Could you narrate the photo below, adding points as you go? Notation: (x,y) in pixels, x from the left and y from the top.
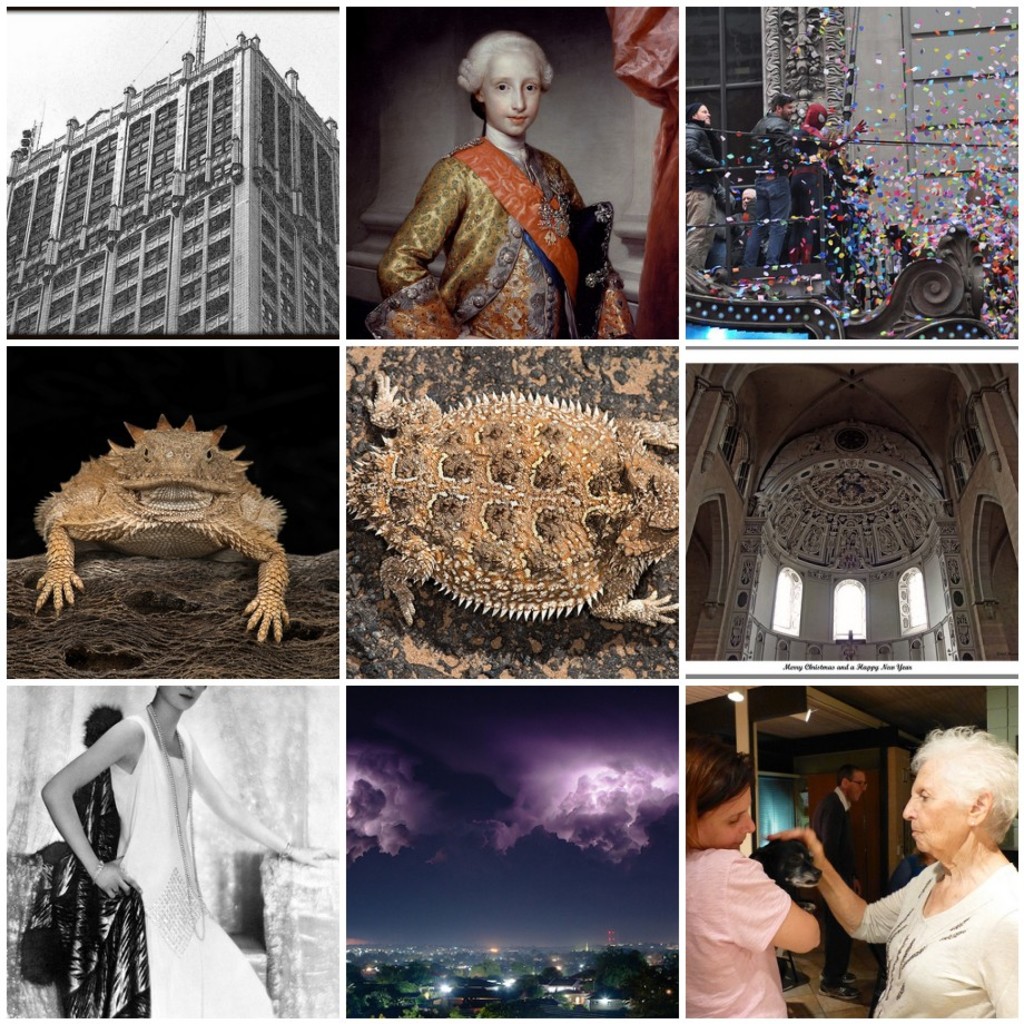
In this image, we can see there are nine images. In the first image, there is a building (168,192) and in the background (126,65) there is the sky (126,18). In the second image, there is a person (489,166). In the third image, there are persons (710,133) on a balcony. In the background (721,39), there is a building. In the fourth image, there is a lizard (252,496) on a rock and the background is dark in color. In the fifth image, there is an animal (525,490) on the ground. In the sixth image, there is a roof of a building (881,583), which is having windows (922,583). In the seventh image, there is a woman (173,754) in a dress (197,947), placing a hand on a ledge (314,893). In the eighth image, there are buildings (357,950) and trees (388,986) on the ground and there are clouds (581,798) in the sky (502,934). In the ninth image, there is a woman (966,846) placing a hand (779,836) on the black color dog (801,853) which is held by another woman (733,907) who is in a pink color dress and in the background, there is another person (856,774) standing on the floor (817,979) and there is a light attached to the roof (820,729).
